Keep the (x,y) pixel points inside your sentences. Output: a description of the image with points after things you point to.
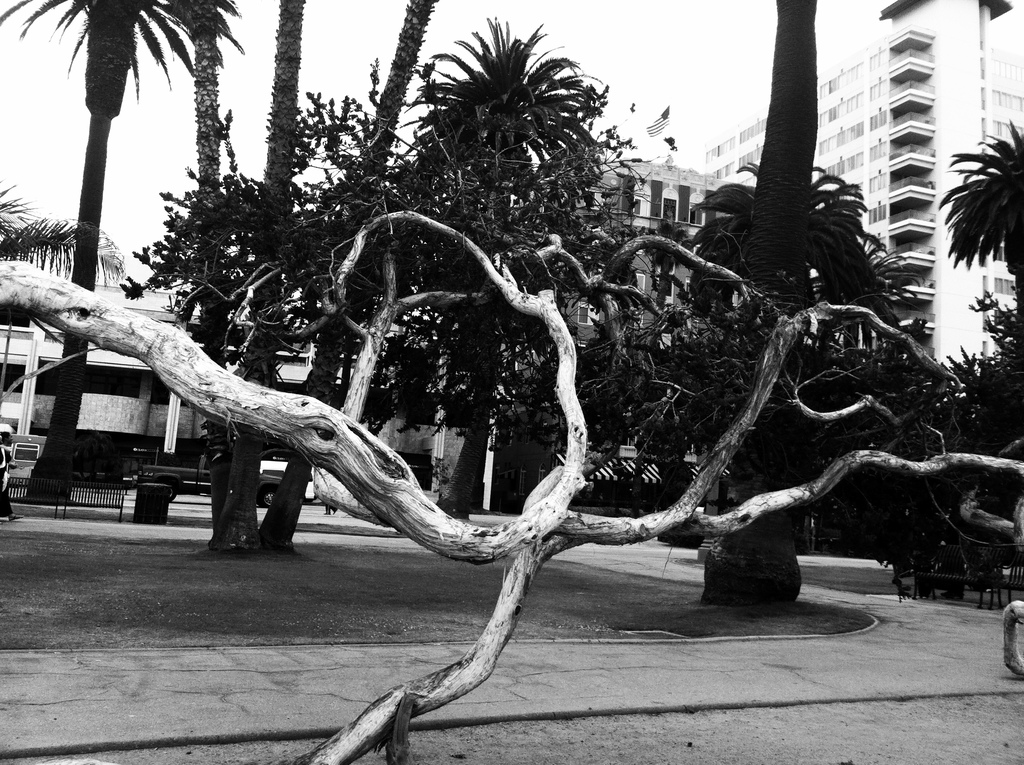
In the picture I can see trees (544,343), buildings (972,311) and some other objects (113,506). In the background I can see the sky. This picture is black and white in color.
